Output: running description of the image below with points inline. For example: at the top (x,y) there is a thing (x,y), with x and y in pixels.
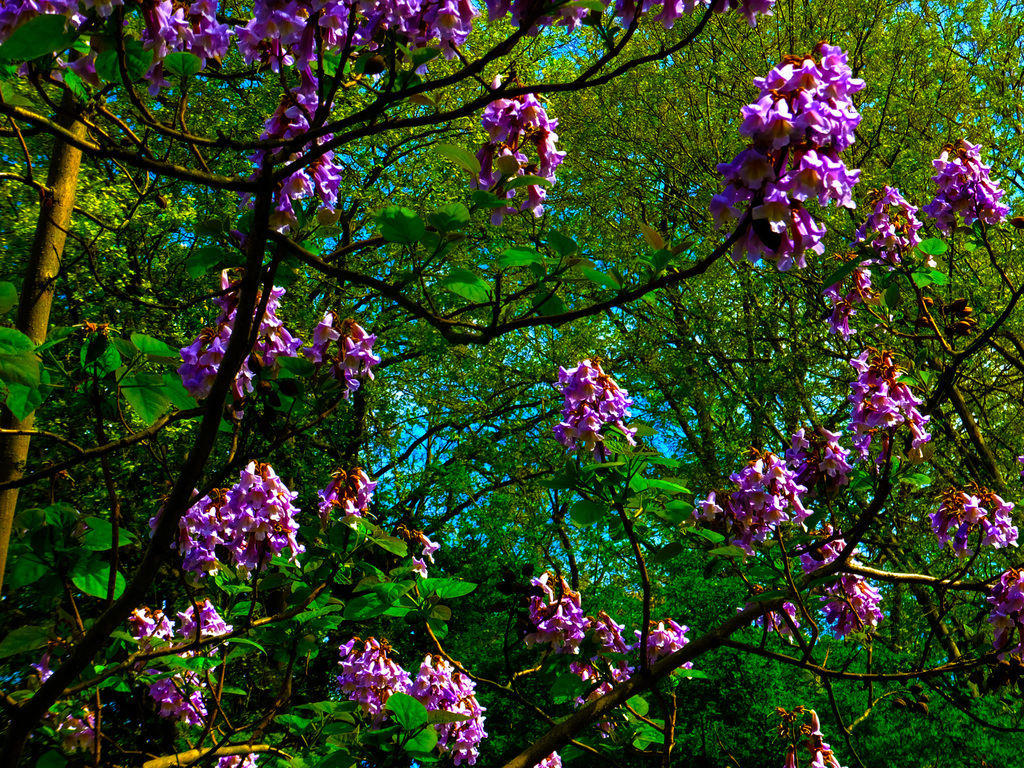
In this image we can see tree (811,576) with flowers (841,452).
